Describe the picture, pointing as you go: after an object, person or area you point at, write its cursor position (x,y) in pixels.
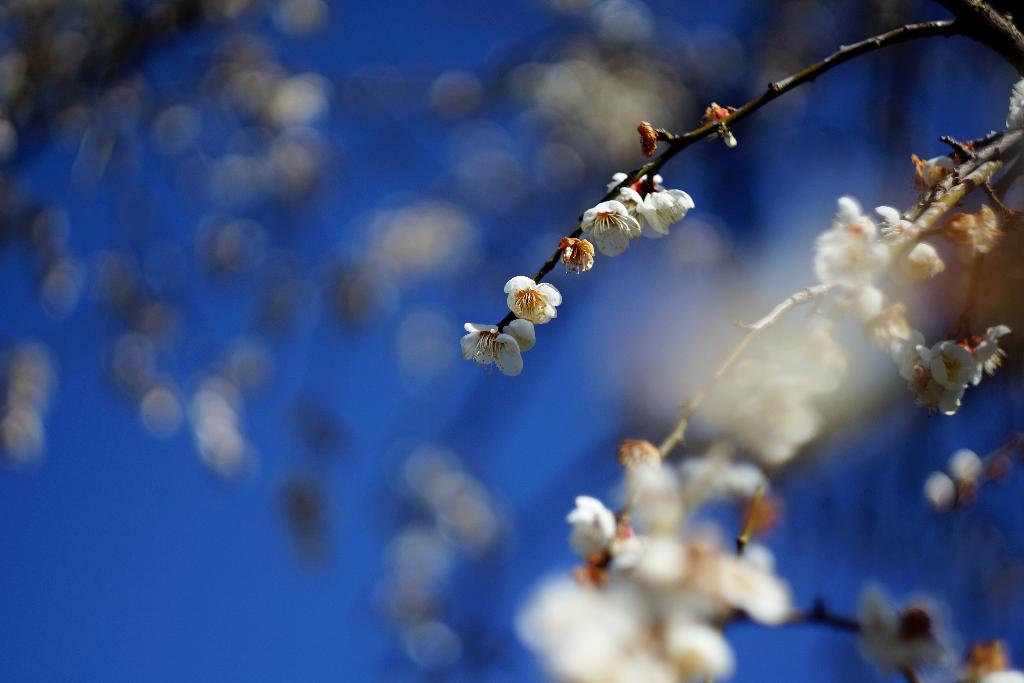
In this image in the foreground (650,200) there are some flowers (680,567), and in the background (305,268) there is sky (440,125) and some more flowers (547,88).
